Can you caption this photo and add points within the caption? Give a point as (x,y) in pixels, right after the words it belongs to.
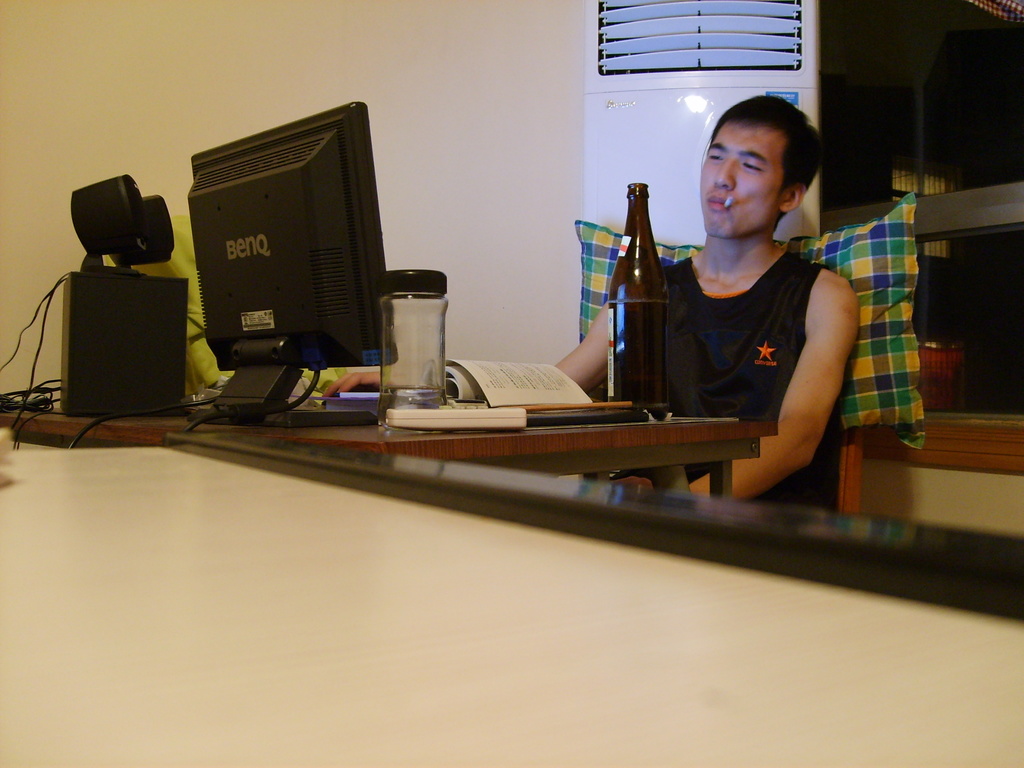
The person (703,357) wearing black dress (731,364) is holding a cigarette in his mouth (715,209) and there is a table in front of him which has computer (270,290), book (555,388), jar (439,318) and a bottle (638,332) and there is an air conditioner (661,94) behind him.
